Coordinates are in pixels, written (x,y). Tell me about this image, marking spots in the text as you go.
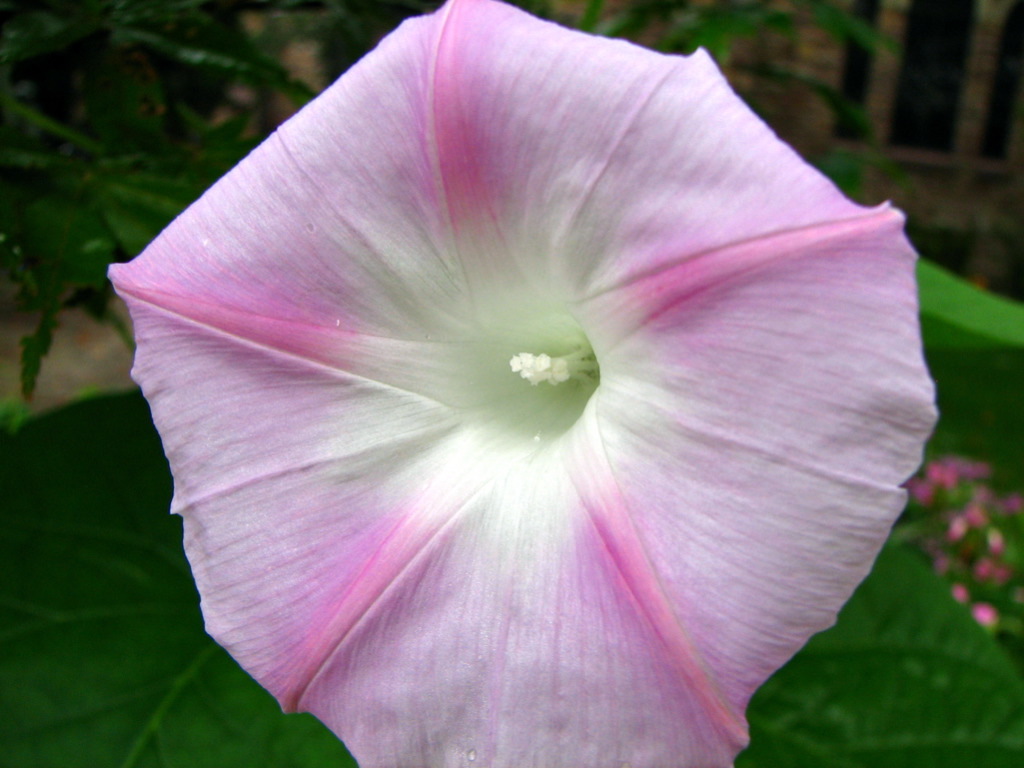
In this picture we can see few flowers (796,506) and plants (126,148).
